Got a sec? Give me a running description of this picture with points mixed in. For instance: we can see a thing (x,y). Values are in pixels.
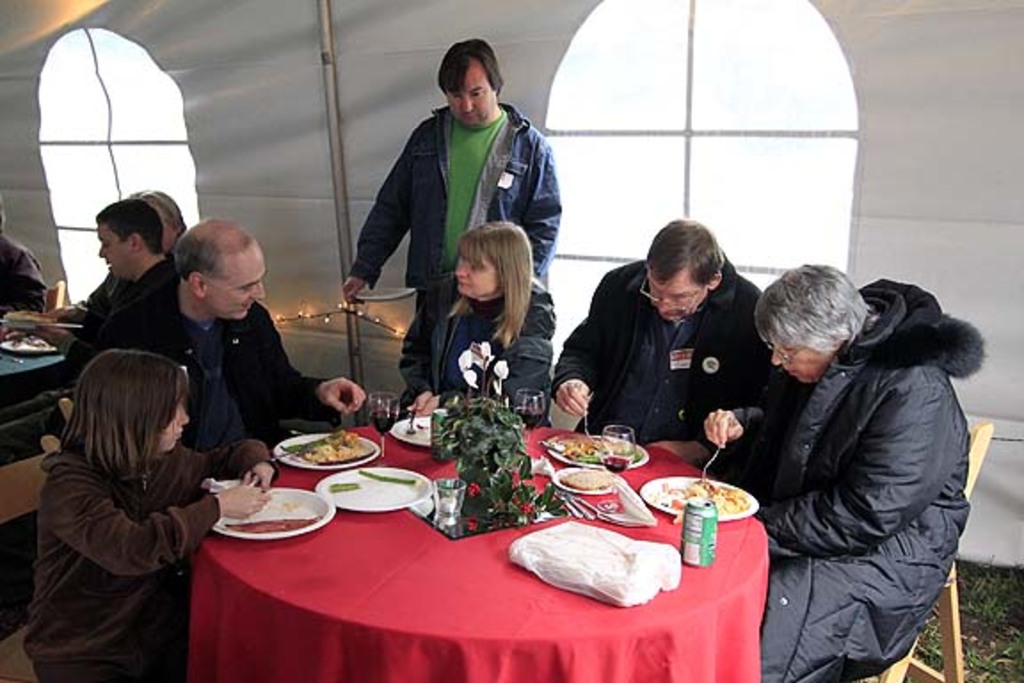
Few people (253,361) sitting on the chair (926,624). This person (387,191) standing and holding plate (395,296). We can see table (321,615). On the table (304,546) we can see plates (602,462), glass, food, spoons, plant (480,498), tin (709,540), cloth (638,638).
